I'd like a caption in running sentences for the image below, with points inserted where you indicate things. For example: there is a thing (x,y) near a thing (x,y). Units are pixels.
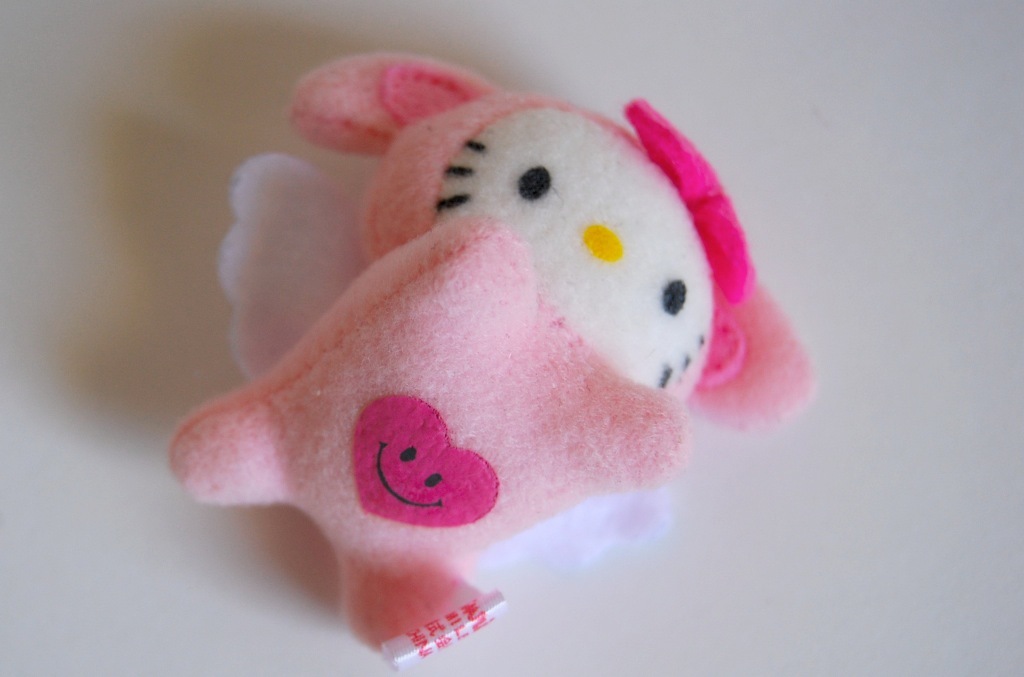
In this image I can see a doll (361,393). It is in pink color. The background (623,622) is white in color.
